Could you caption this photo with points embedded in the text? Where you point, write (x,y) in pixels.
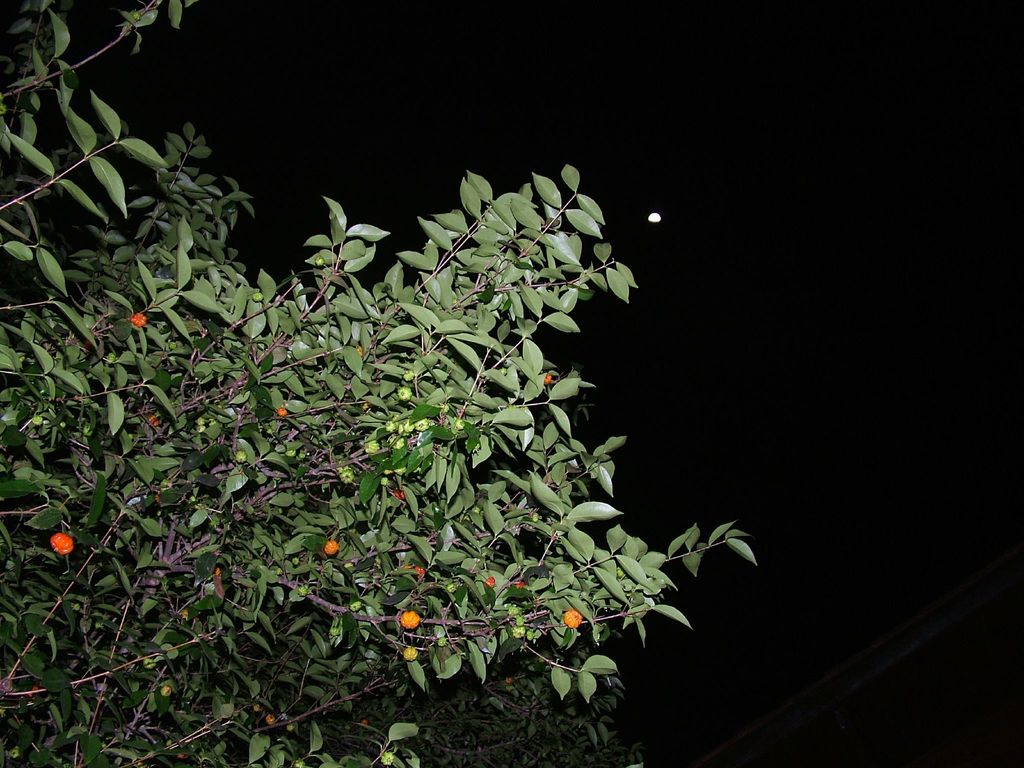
In this image we can see few trees (351,531) and a dark background (728,168).
